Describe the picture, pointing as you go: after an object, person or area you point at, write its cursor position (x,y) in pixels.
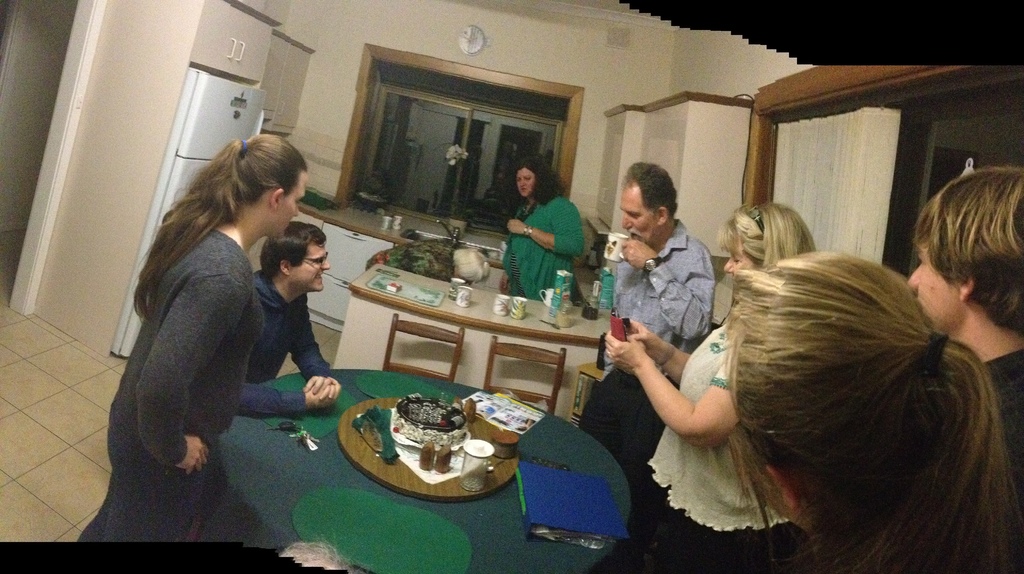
In this image, in the middle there is a table (435,388) which is covered by a green color cloth (493,494) on that table (327,449) there is a brown color plate (459,481) in that there are some objects (443,451) kept and there are some people (757,527) standing around the table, In the left side (267,324) there is a man (278,350) sitting on the chair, In the background (409,295) there is a white color table (488,345) there are some brown color chairs (464,329), There is a woman (512,238) standing, There is a brown color window (560,101), in the left side (197,143) there is a white color fridge (197,157).
